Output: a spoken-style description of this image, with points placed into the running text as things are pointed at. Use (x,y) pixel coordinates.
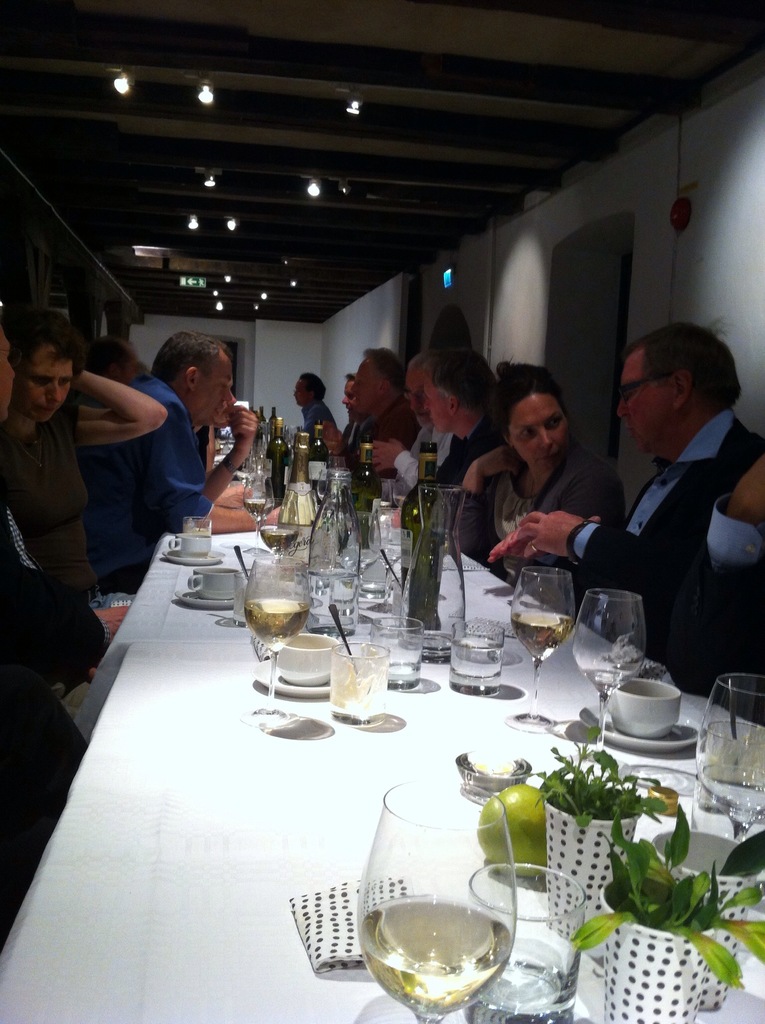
In this image we can see group of persons (649,493) sitting in front of the table (582,691). One person (662,385) is wearing coat (655,608) and spectacles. On the table (583,1020) we can see the group of bottles (432,560), glasses (477,626), cups (618,699) placed on saucers (186,555), a fruit (498,857), two plants (614,834) in pots (693,988). In the background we can see some lights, poles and a door (600,287).
